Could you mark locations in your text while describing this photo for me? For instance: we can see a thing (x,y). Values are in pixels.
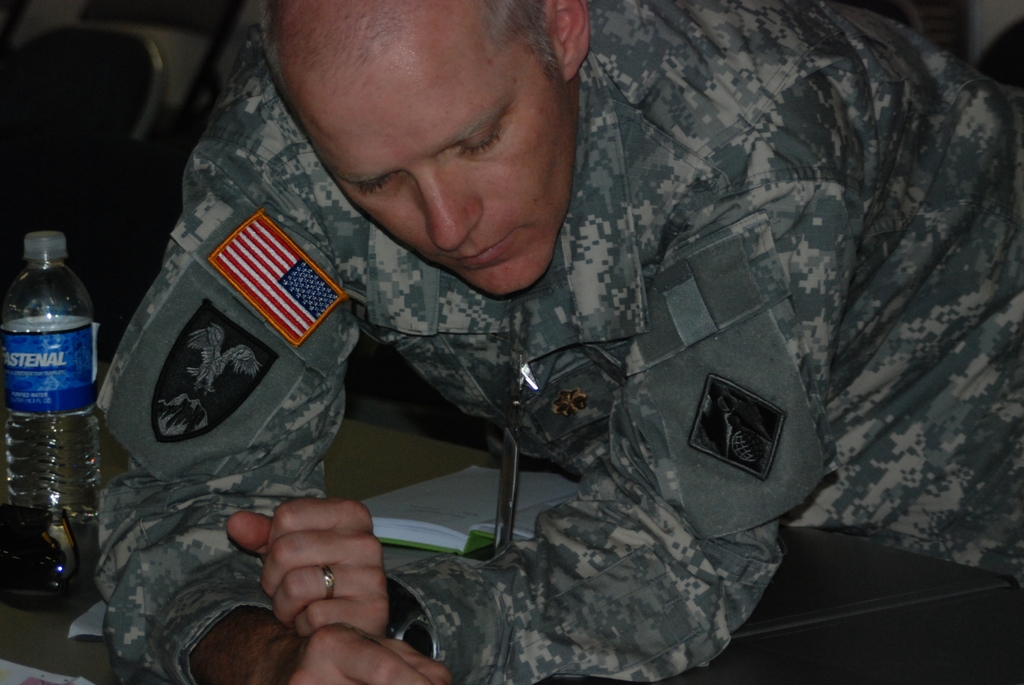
In this image there is a person (507,355) who is leaning on the table (839,542) at the left side of the image (79,502) there is a water bottle (93,501) and at the middle of the image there is a book (485,538).
